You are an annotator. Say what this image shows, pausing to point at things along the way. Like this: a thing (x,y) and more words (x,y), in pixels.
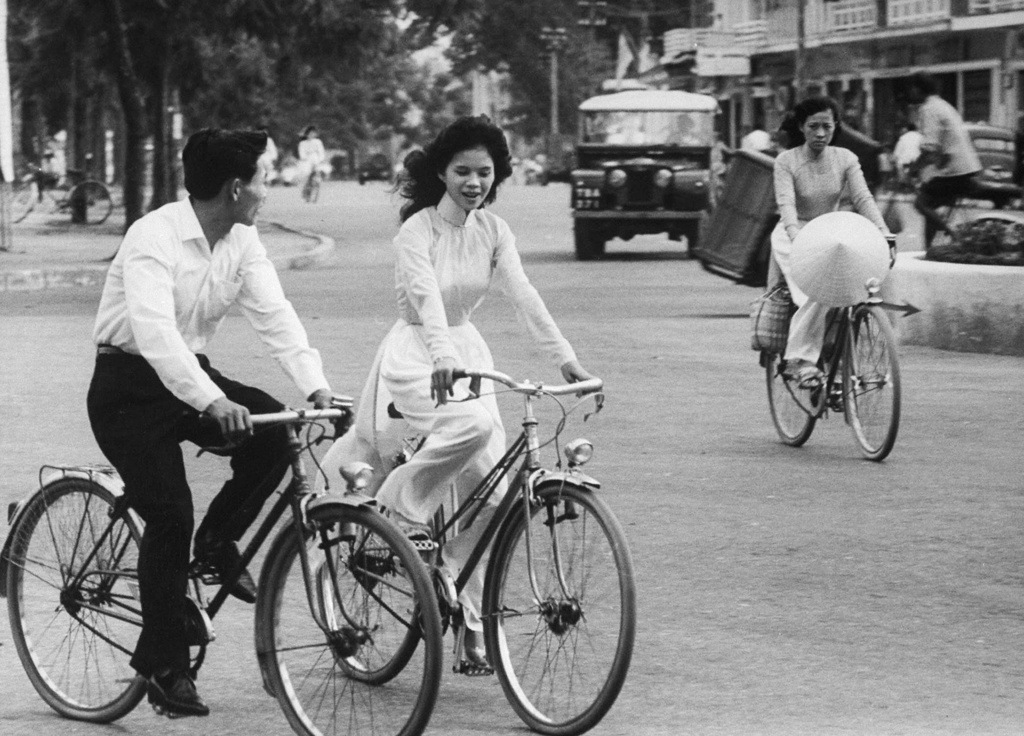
As we can see in the image, there are three people (405,401) riding bicycles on road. There is a car (638,215) over here. On the right side (747,65) there are buildings (831,61). In the background (389,61) there are trees (310,62).
